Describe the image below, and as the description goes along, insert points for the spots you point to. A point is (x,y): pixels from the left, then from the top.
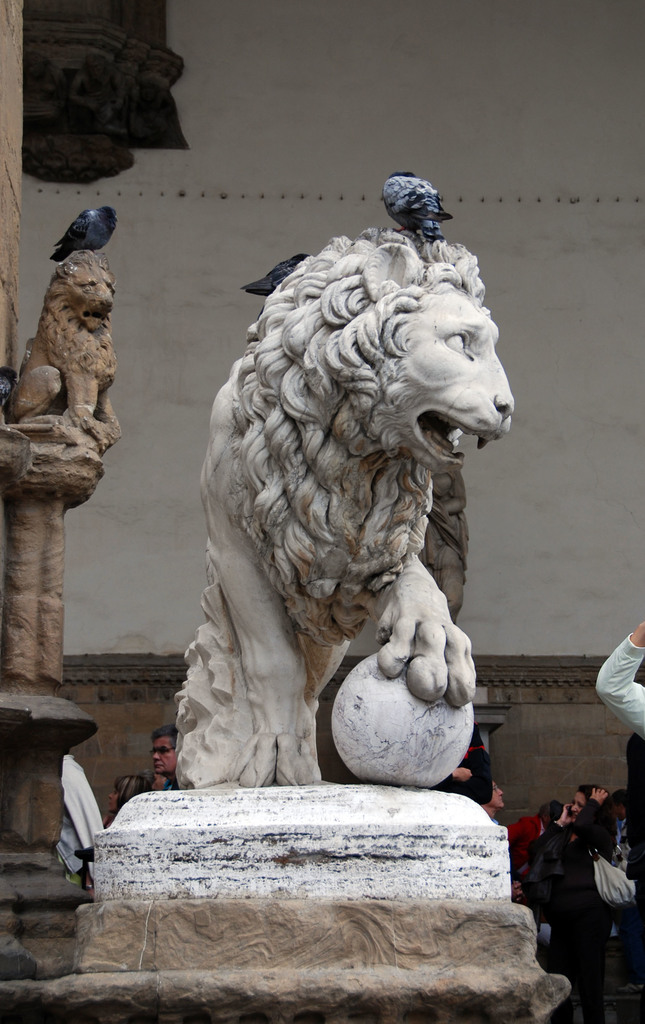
In this image I can see the statues (82,432) of an animal (105,428). I can see few birds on the statues (291,304). In the background (480,779) I can see the group of people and the black color object (121,117) attached to the wall (175,295).
